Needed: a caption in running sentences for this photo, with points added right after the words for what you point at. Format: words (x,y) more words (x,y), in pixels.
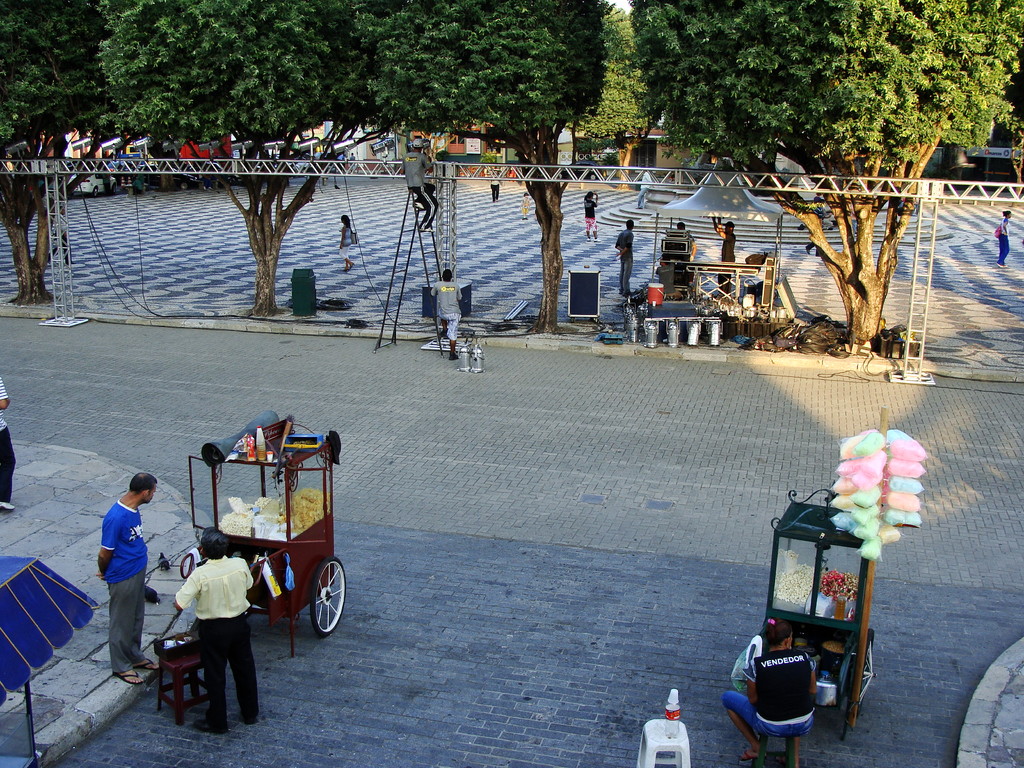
In this image I can see the ground (583,515), two trolleys (324,591) with few objects (821,603) in them and few persons (213,678) standing and a person (789,708) sitting on a chair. I can see a stool (656,739) with water bottle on it. In the background (25,286) I can see few trees (828,131) which are green and brown in color, few metal rods (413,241), few lights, few stairs (632,210), few buildings (662,132), few vehicles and few persons (1003,240) standing on the ground (575,262).
